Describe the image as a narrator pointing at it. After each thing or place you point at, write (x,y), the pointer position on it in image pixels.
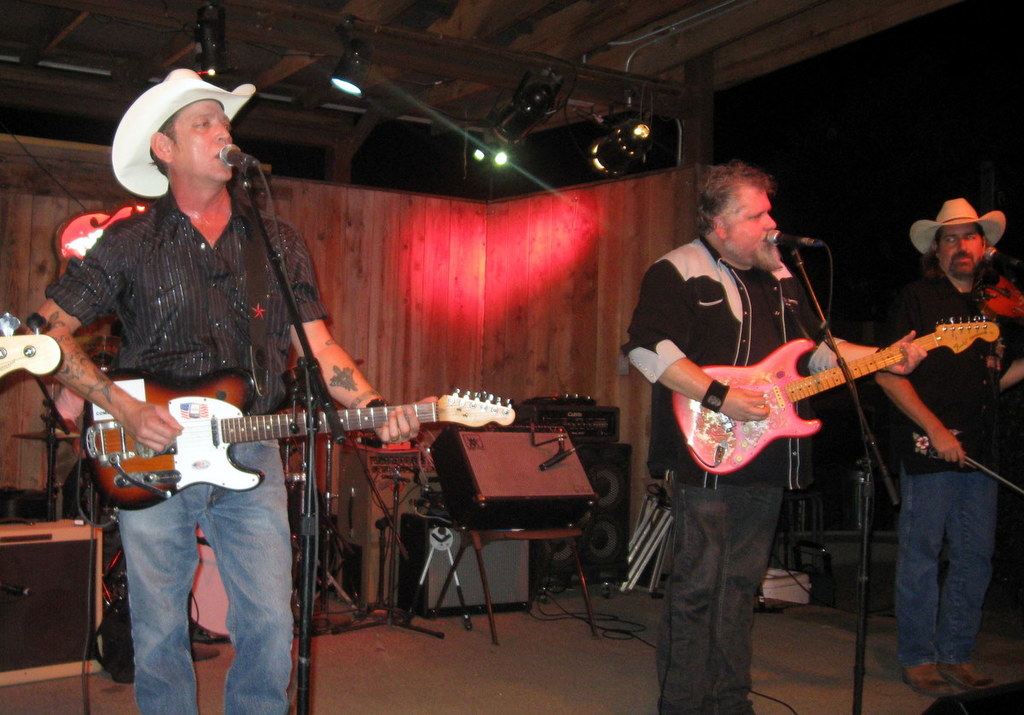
In this image there are few musicians (676,276) playing musical instruments (1010,309). In front of them there are mics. In the top (363,58) there are lights (531,81). In the background (408,482) there are few other musical instruments (443,519).
